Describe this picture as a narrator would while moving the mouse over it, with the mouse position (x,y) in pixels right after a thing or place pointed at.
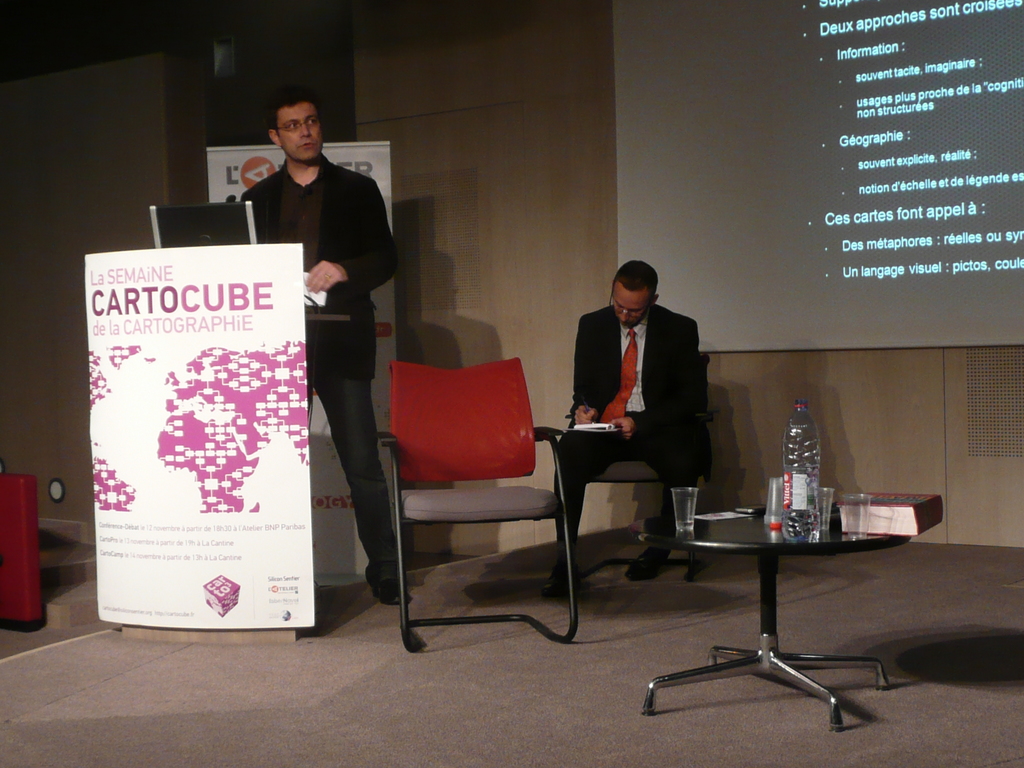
In this image there is a person (362,282) standing at the podium (280,535). There is an other person (645,402) sitting on the chair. At the back (821,199) there is a screen (835,116). There is a bottle (811,517), glasses (848,497), book (889,505) on the table (730,667) and there is a laptop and microphone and the podium (217,283). At the back (211,173) there is a banner (227,171) and there is a chair (443,461) in the middle (445,377).
